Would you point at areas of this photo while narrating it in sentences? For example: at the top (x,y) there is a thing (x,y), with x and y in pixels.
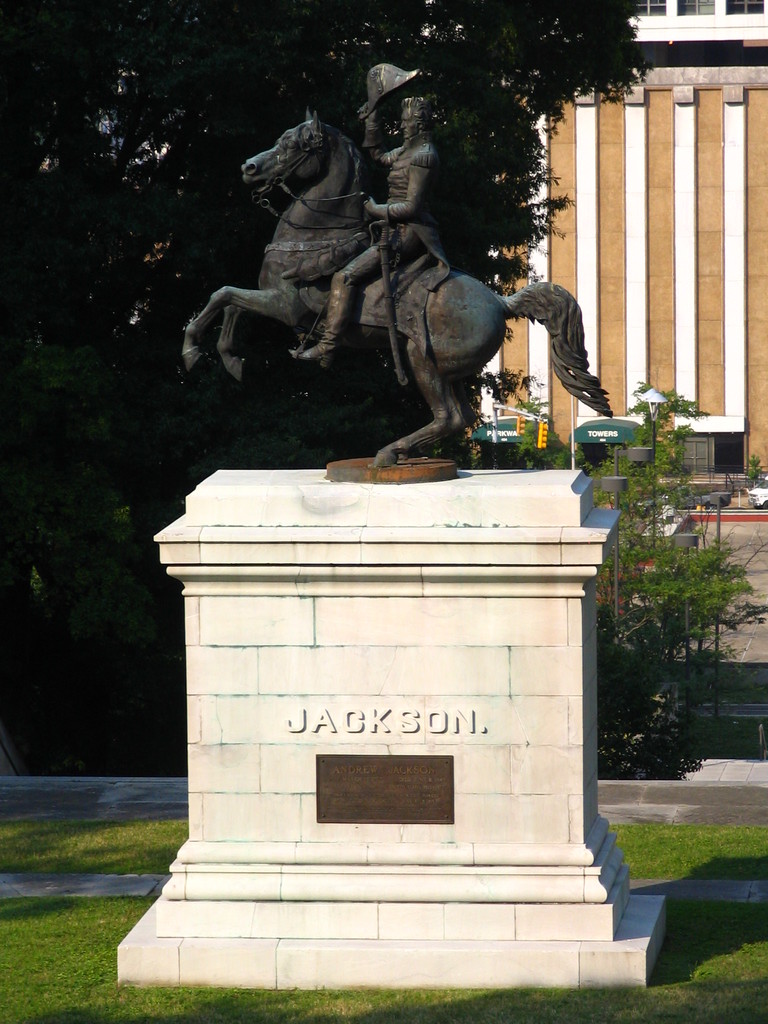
In the center of the image (303,500) we can see a statue (380,459) on a memorial (384,719). We can also see some grass (65,931), plants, some trees (324,461), a pole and a building (605,310).
